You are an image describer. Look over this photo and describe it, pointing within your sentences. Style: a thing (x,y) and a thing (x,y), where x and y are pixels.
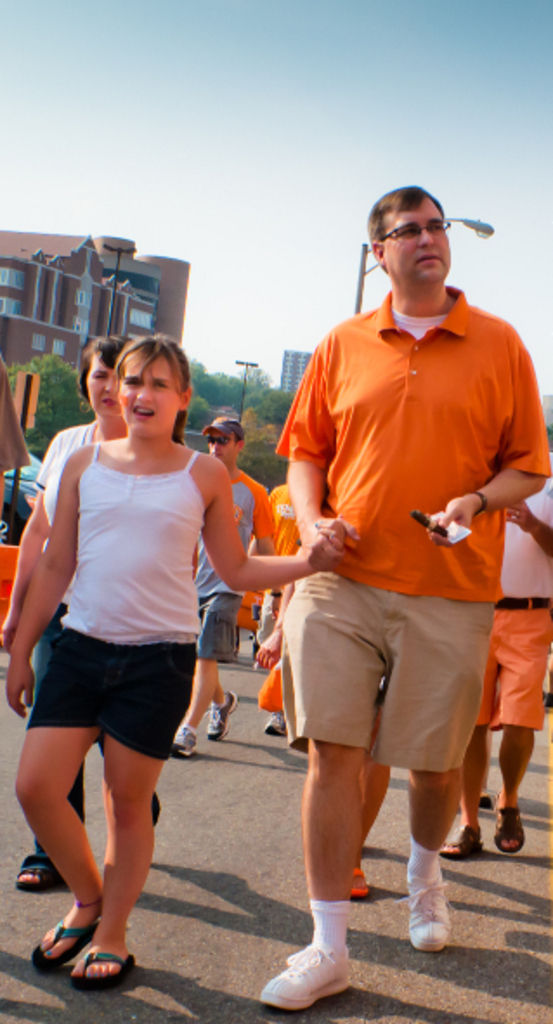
In this image there are two persons (310,479) walking on the road (70,1011), where a person (225,552) holding another person (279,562) hand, and in the background (288,591) there are group of people (517,608), car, light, trees (47,374), buildings (293,388) and sky (317,177).
